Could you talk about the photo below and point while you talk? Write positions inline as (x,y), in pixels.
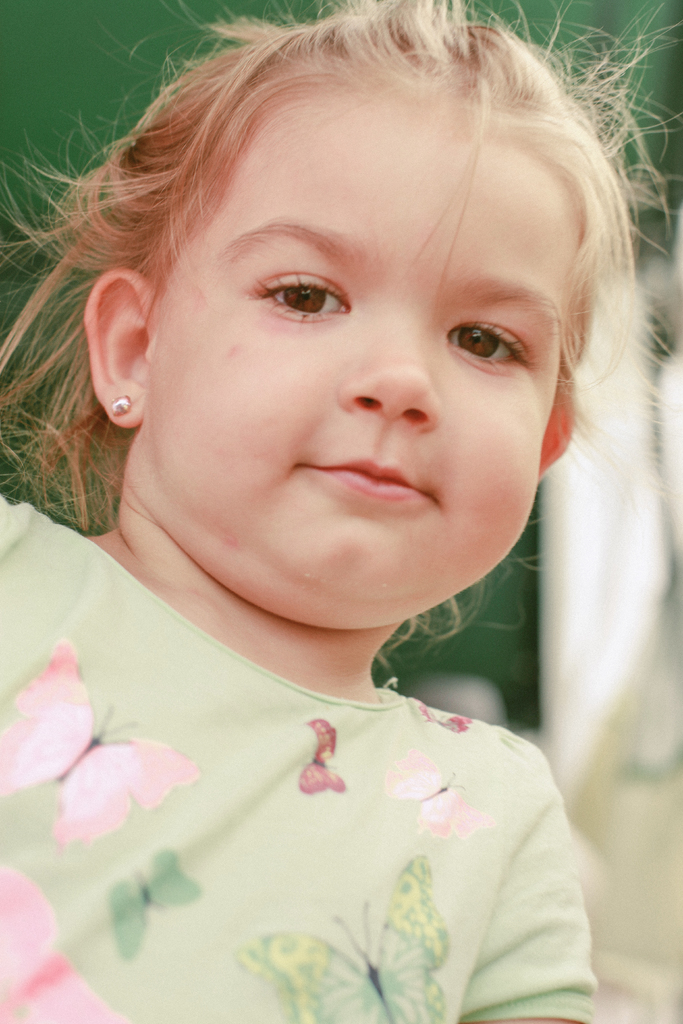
In this picture we can see a girl (308,787) and behind the girl (152,695) there is a blurred background (668,642).
